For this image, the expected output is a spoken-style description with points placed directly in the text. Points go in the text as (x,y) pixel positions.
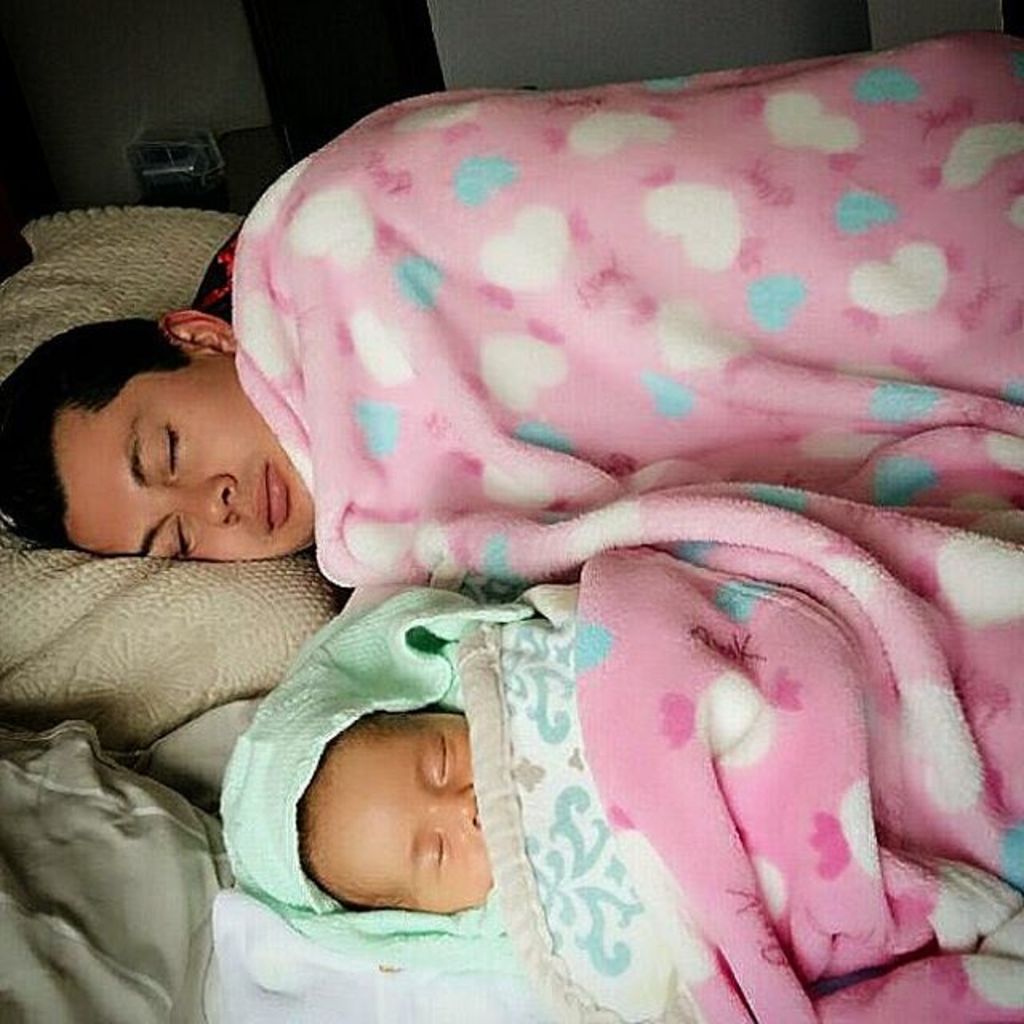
In this image there is one man (261,519) and one baby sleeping on a bed (17,732), and there are some blankets (261,757) and pillows (170,658) and in the background (99,96) there is a wall (265,99).
